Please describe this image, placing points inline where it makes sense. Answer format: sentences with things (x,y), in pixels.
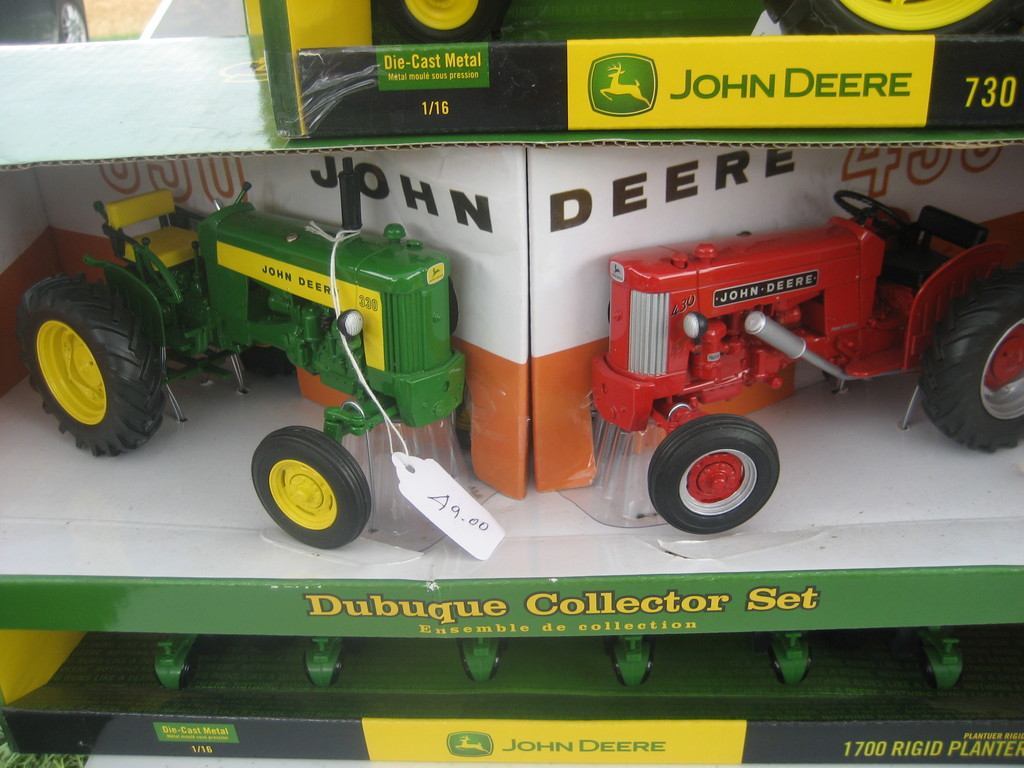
In this image, we can see toy tractors (124,362) and few toys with the boxes (455,557). Here we can see a price tag (459,511) with thread (405,448).
